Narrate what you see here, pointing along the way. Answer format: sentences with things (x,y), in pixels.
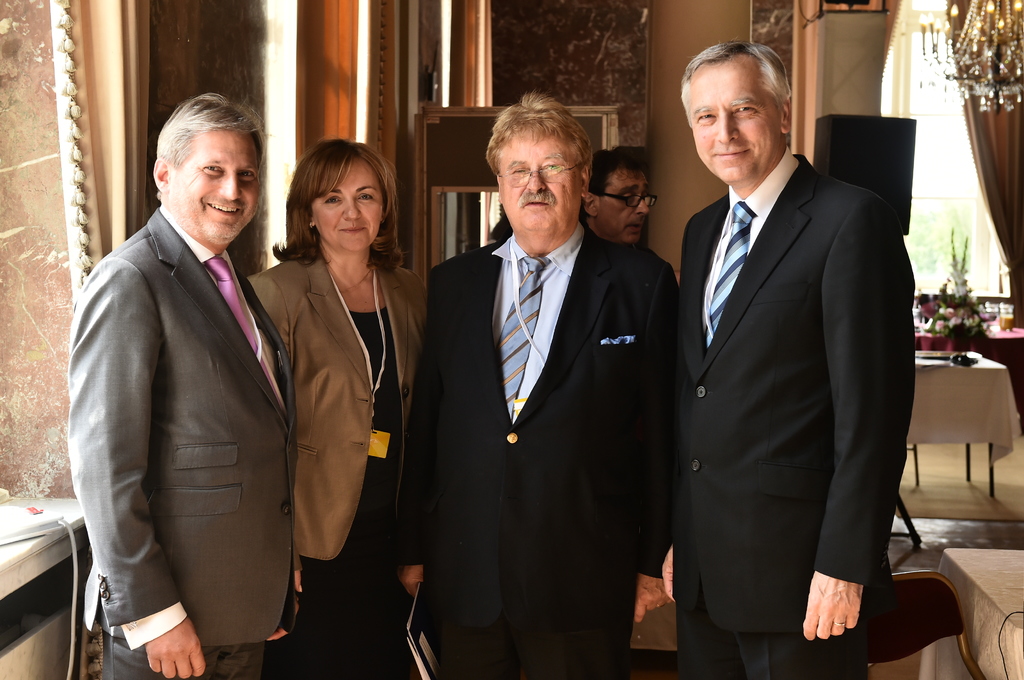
In the foreground of this image (539,539), there are persons (449,575) standing. In the background (930,600), there are chairs (935,575), tables (989,554), chandelier (1009,56), window (938,102), curtain (992,160), wall (638,34), an object (475,125) and another curtain (97,93) is on the left side (97,107).
